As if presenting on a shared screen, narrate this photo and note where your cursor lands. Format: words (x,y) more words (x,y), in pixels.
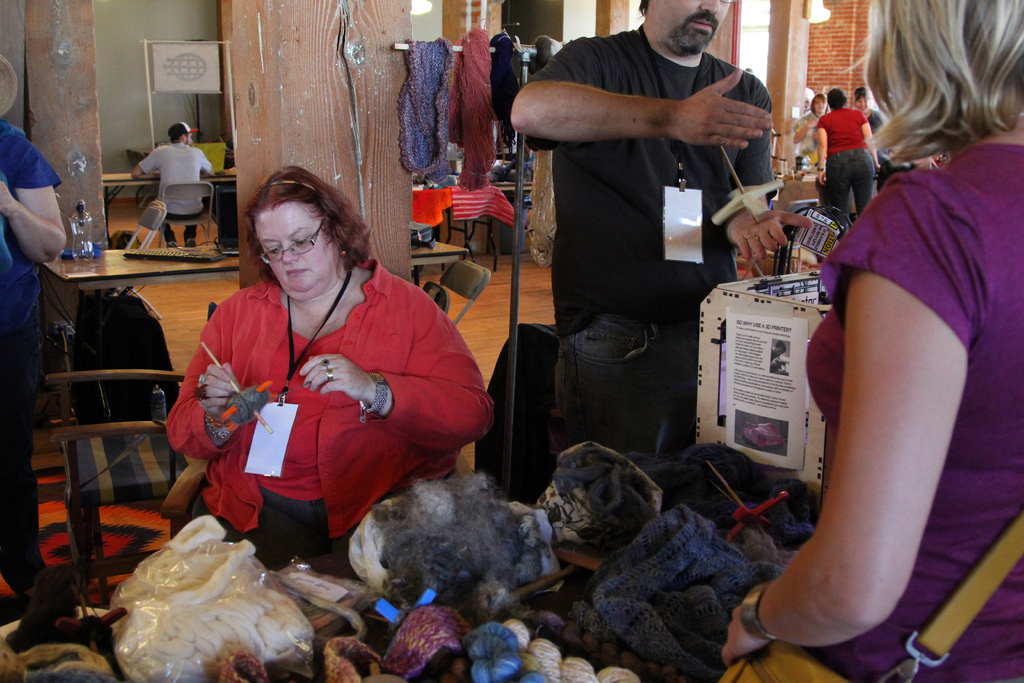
In the picture we can see a wooden house (412,279) with wooden pillars (403,262) in the house (776,17) and we can also see some tables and chairs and some people (229,384) are working and we can also see some clothes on the stands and besides we can also see some people (745,114) are standing.
